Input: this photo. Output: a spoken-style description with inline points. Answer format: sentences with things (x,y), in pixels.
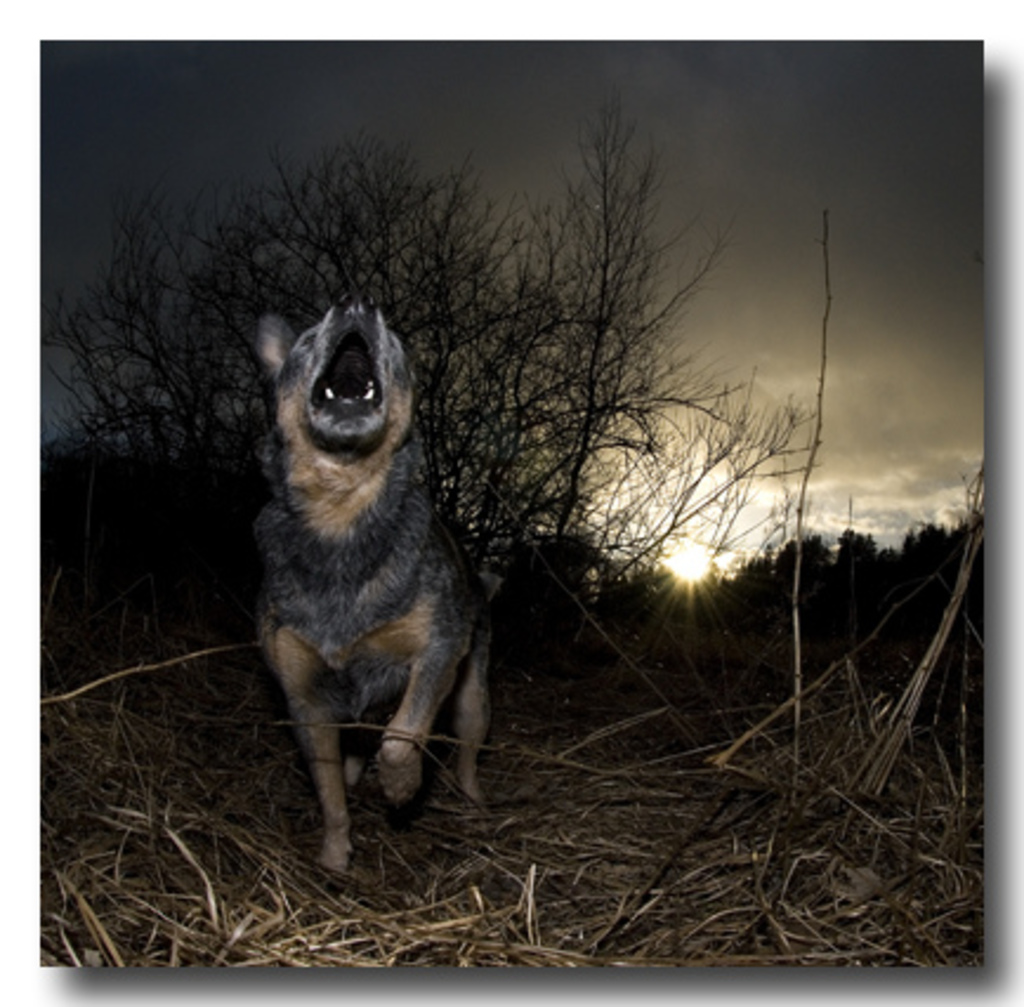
In this picture we can see an animal (346,609) and dried grass (569,707), in the background (518,343) we can find few trees (509,473), clouds (812,487) and the sun (691,558).
